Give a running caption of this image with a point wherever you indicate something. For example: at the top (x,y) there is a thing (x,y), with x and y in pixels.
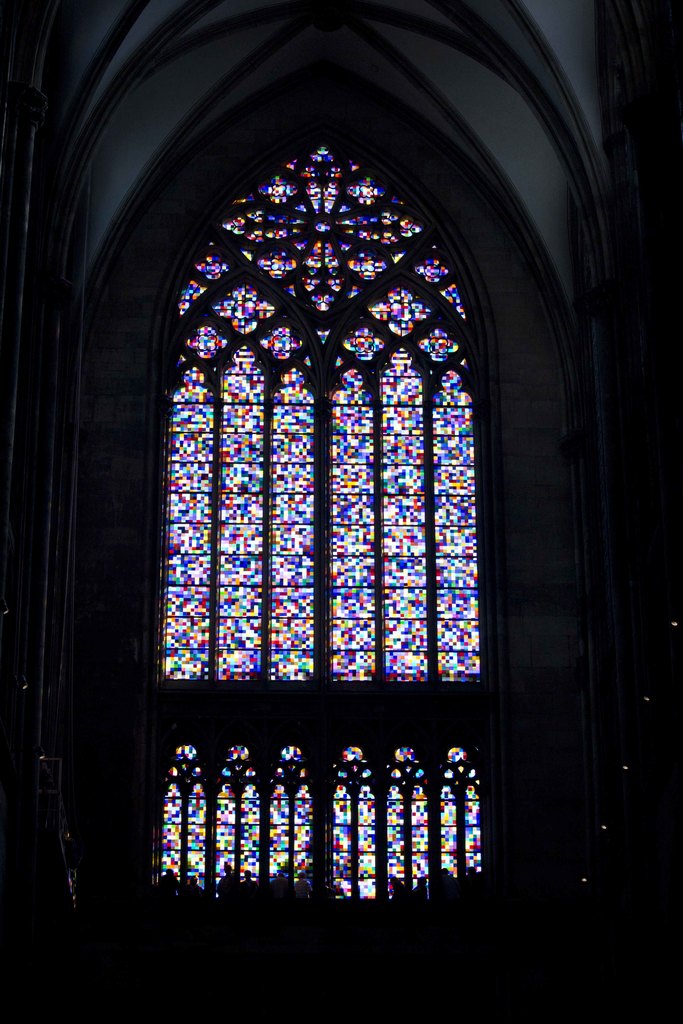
In this image I can see a building wall (521,223) and a window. This image is taken may be in a church (402,836).
